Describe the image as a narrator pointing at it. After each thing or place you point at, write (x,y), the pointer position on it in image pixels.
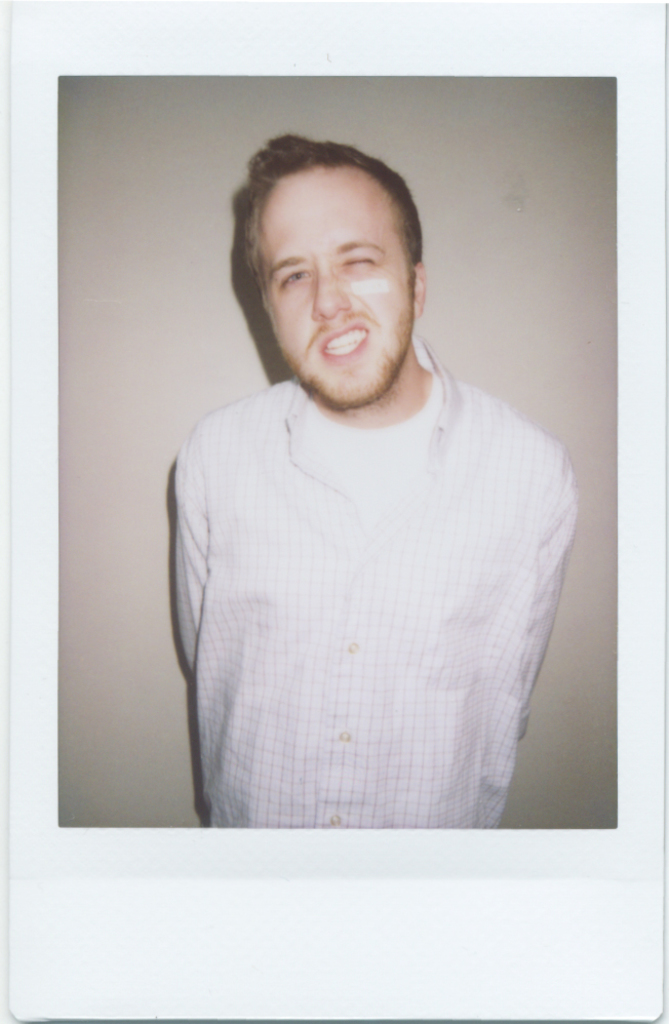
In the image we can see there is a photo of a person (421,542) standing and he is blinking his eye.
